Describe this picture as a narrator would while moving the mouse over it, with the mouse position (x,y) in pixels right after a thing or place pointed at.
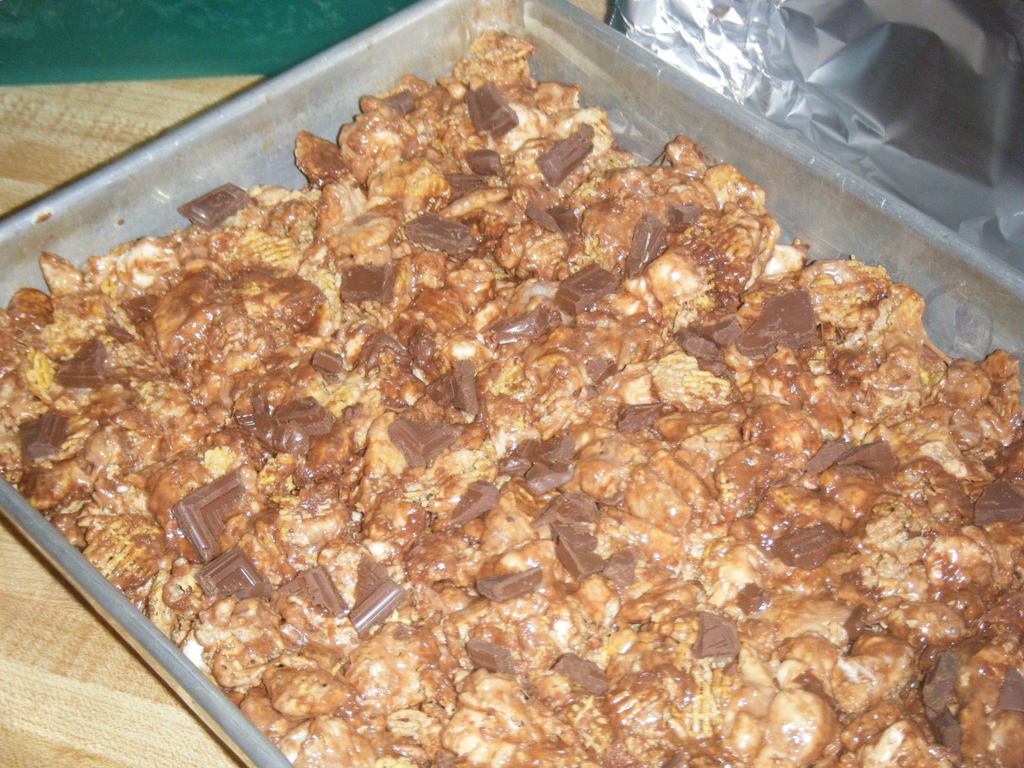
In this steel tray (974,281) there is a food (363,467). This steel tray (186,163) is kept on this wooden surface (21,638). This is foil cover (759,81).
